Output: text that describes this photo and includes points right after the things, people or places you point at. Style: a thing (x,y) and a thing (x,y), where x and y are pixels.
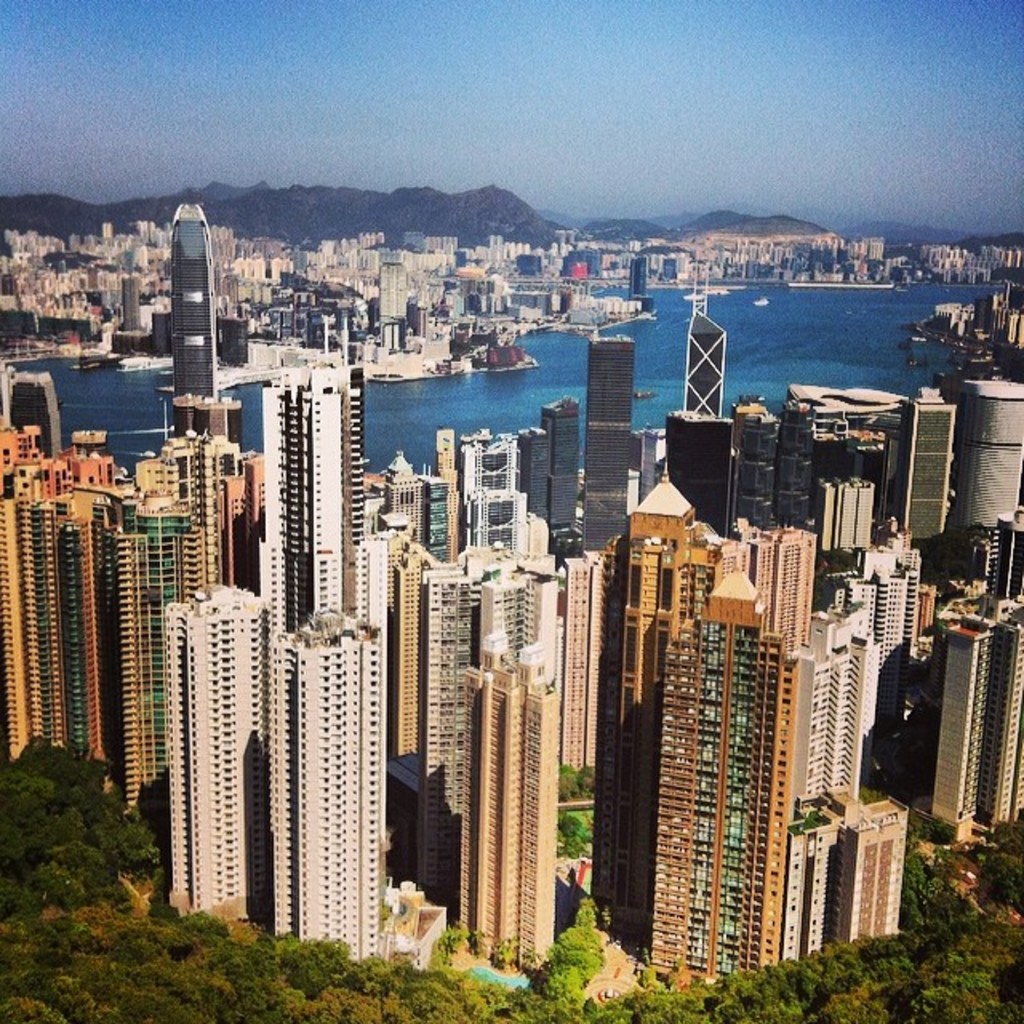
In this picture we can see the city (636,611). In that city (526,263) we can see many skyscrapers (893,680) and buildings (954,580). In the center (544,375) we can see water (727,398). At the bottom (911,933) we can see many trees (335,993). In the background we can see many mountains (933,236). At the top (640,28) there is a sky (613,27).
